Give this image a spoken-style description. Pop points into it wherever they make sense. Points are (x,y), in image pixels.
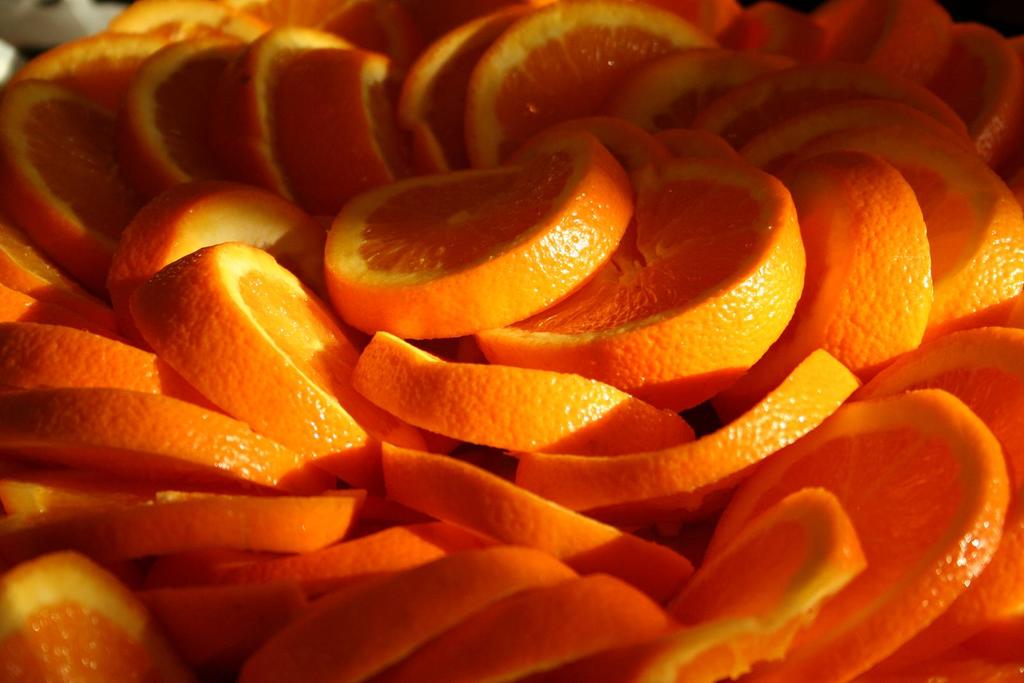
In this image, we can see orange slices (455,367).
